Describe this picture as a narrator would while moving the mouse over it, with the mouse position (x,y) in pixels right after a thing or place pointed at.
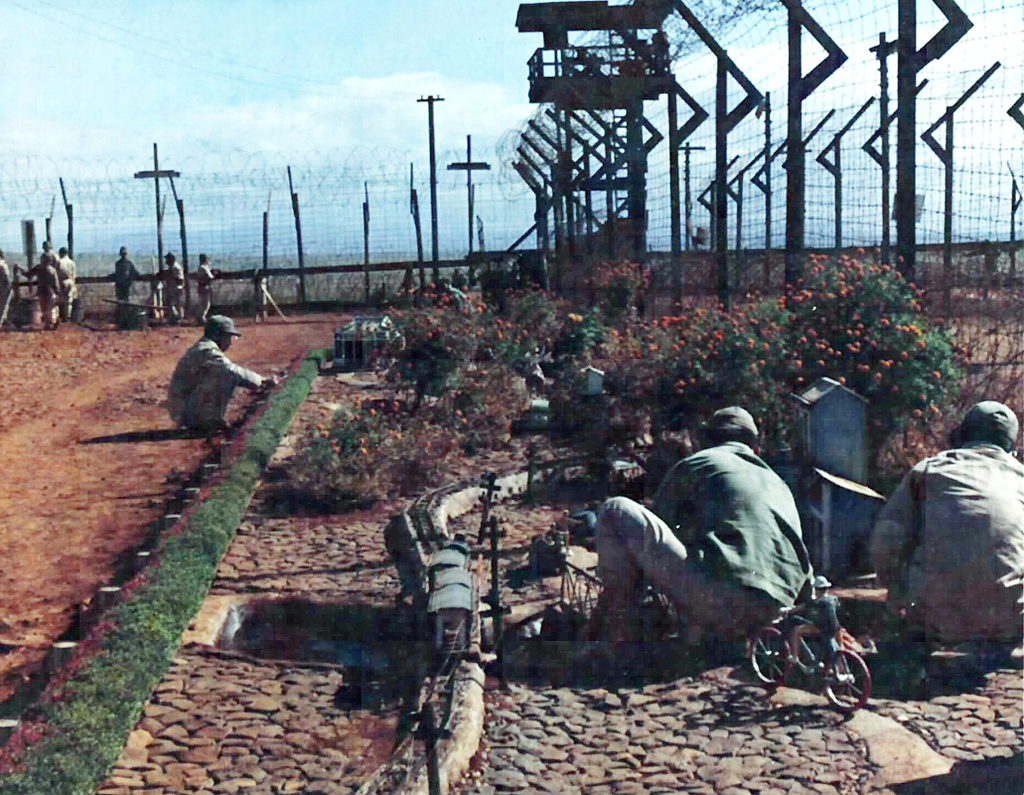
In this image I can see number of people (964,603). I can also see few (881,515) are wearing caps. On the right side of the image (864,589) I can see a miniature set (572,527) and number of plants (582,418). In the background (593,259) I can see a watchtower (562,209), number of poles (794,201), few wires (303,155), fencing (28,208), clouds (20,190) and the sky (307,83).
